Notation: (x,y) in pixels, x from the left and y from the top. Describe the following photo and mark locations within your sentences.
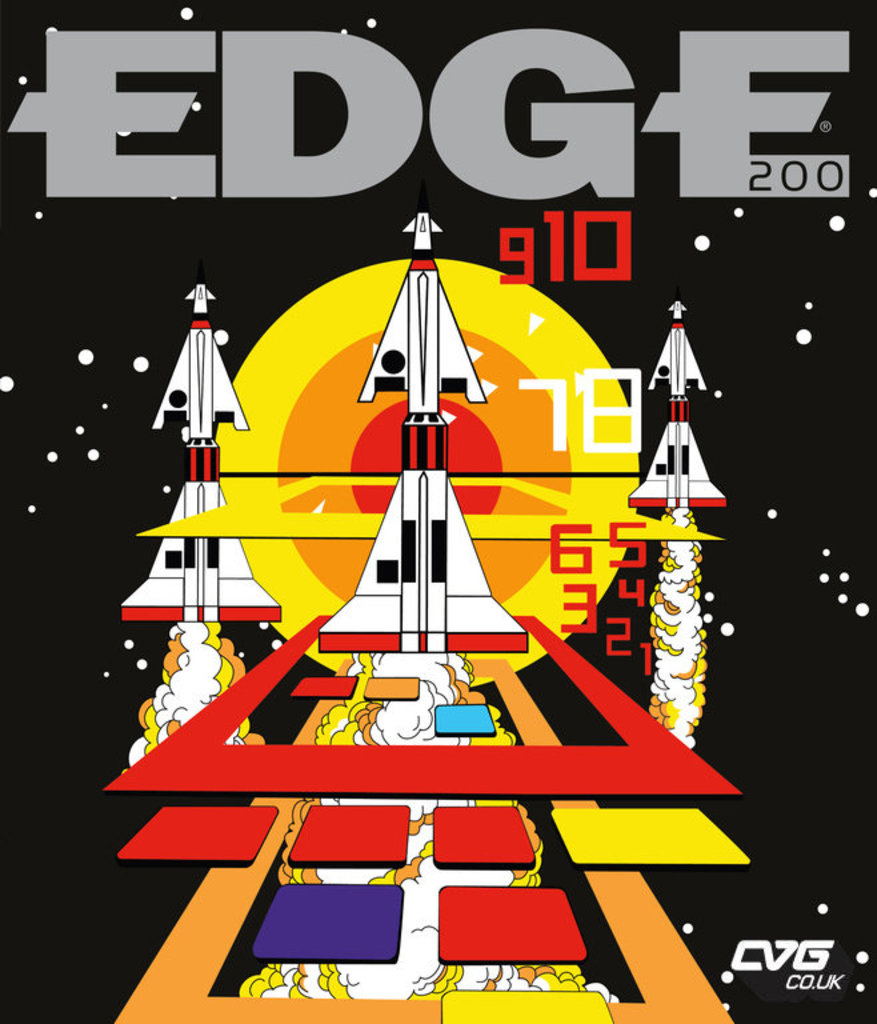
This image is consists of an edge video game magazines (510,364).
